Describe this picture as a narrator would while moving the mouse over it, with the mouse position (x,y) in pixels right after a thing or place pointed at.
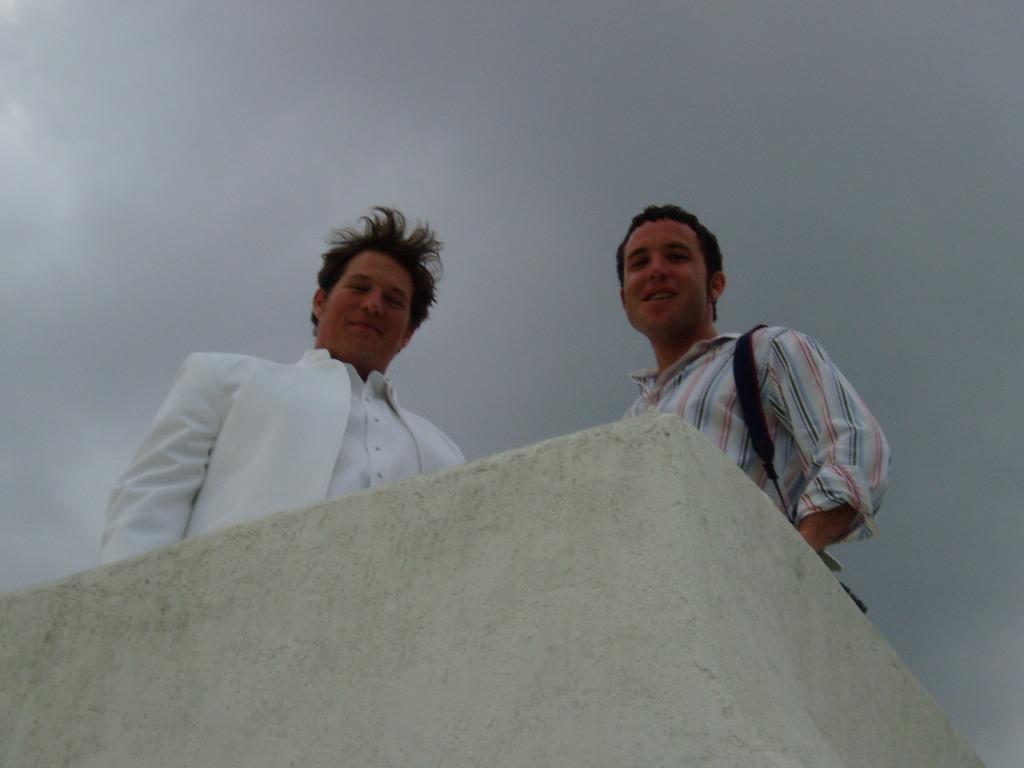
At the bottom of the image (666,607) there is wall (488,516). Behind the wall (509,574) there are two men (698,372) standing and smiling. At the top of the image (435,58) there is sky (151,180) with clouds (140,190).
